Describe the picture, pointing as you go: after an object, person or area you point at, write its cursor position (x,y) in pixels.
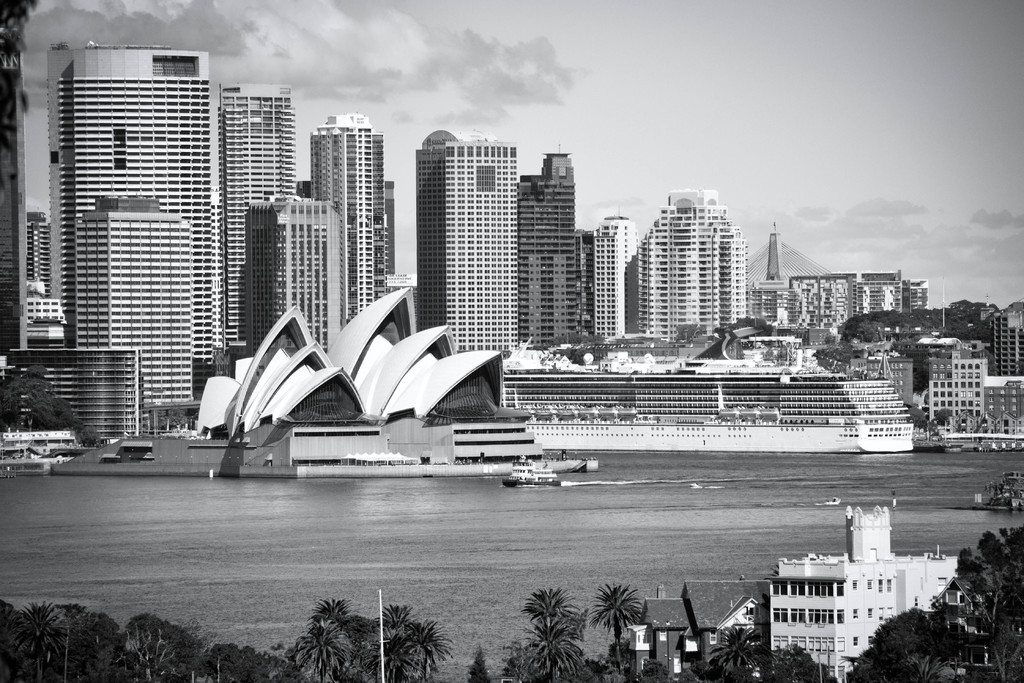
In this image I can see the water (452,523), a boat (538,468) in the water (482,479), few trees (384,609) and few buildings (842,592). In the background (689,318) I can see few buildings (609,330), few trees (956,319) and the sky (825,117).
